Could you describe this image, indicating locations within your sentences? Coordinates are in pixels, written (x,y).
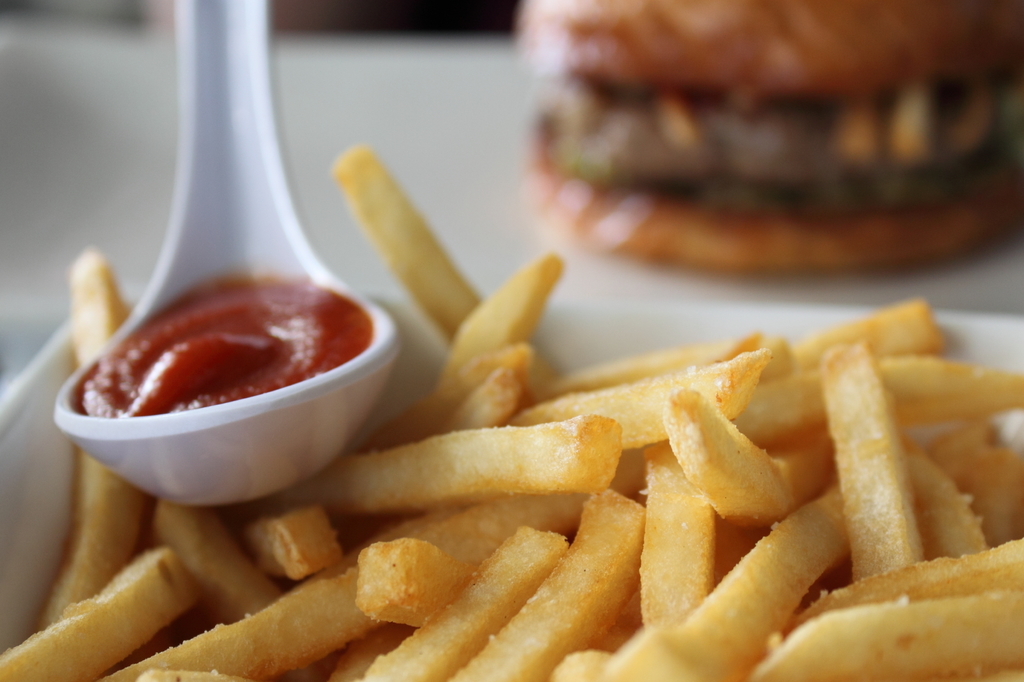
In this image I can see a spoon (236,460) and food item (457,495) in a white color object (581,321). The background of the image (603,99) is blurred.
